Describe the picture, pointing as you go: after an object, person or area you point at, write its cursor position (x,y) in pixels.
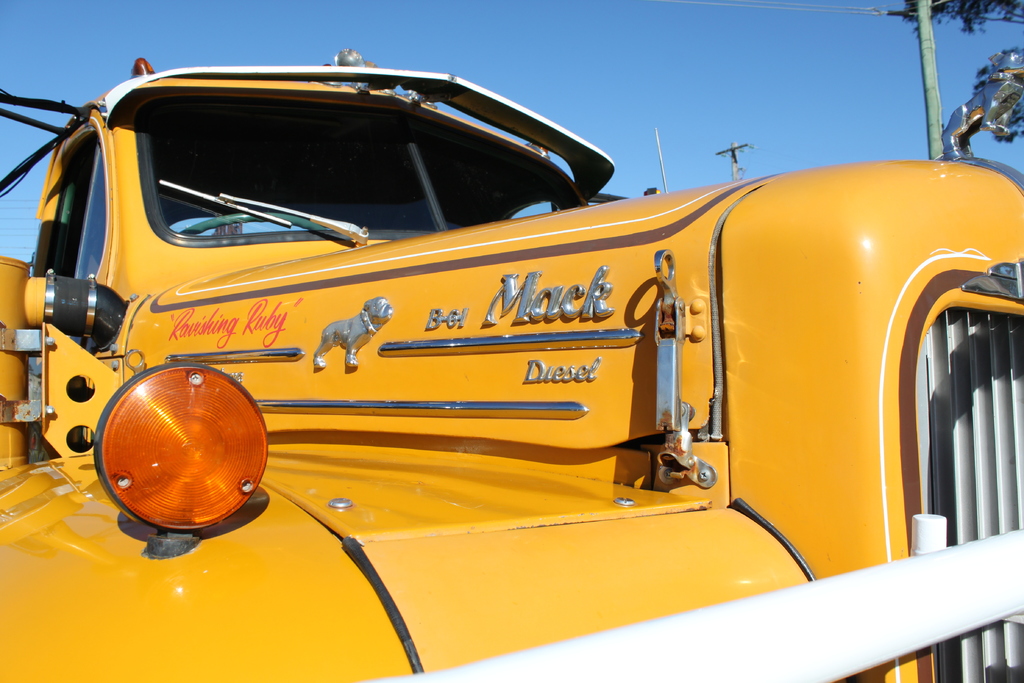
In this picture we can see a vehicle (491,353), in the background (959,13) we can see few poles (749,144) and a tree (982,2).
